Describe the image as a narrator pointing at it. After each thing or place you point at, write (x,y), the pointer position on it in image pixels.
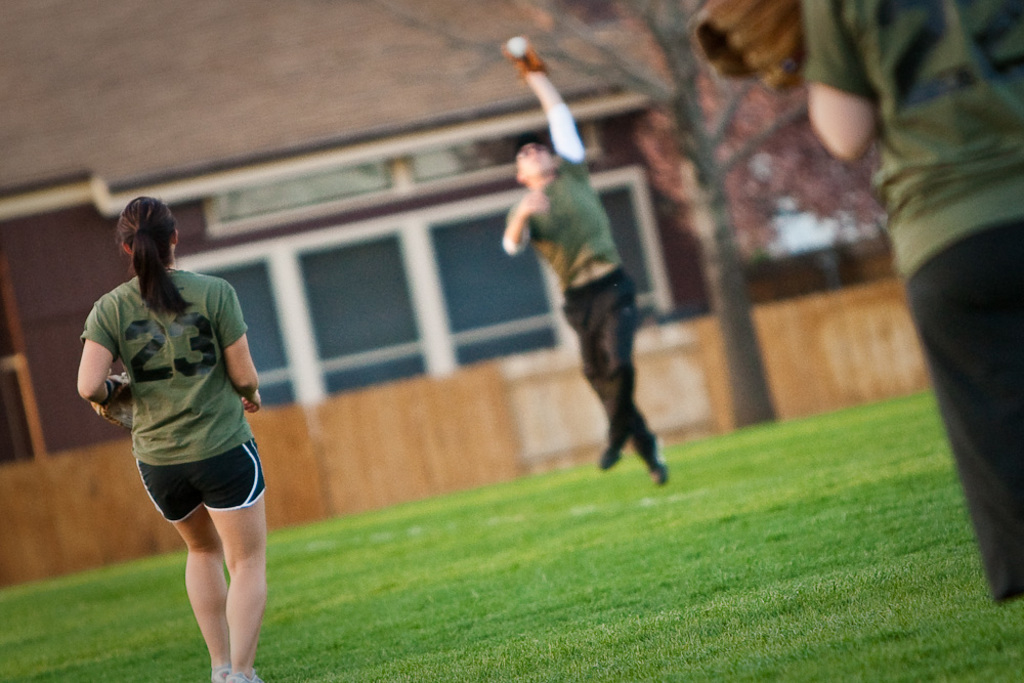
This is a playing ground (565,610). Here I can see three people (898,202). On the right side (968,262) one person (968,262) is standing. On the left side (227,462), I can see a woman (137,387) standing and looking at the man (585,287) who is in the background (569,226), holding a ball (521,45) in the hand (530,79) and jumping. These three people (953,181) are wearing green color t-shirts (998,157) and black color bottoms (617,374). At the bottom of the image (508,655) I can see the grass (592,627) in green color. In the background (500,159) there is a building (276,183) along with the window (420,306) and also there is a tree (734,246).
